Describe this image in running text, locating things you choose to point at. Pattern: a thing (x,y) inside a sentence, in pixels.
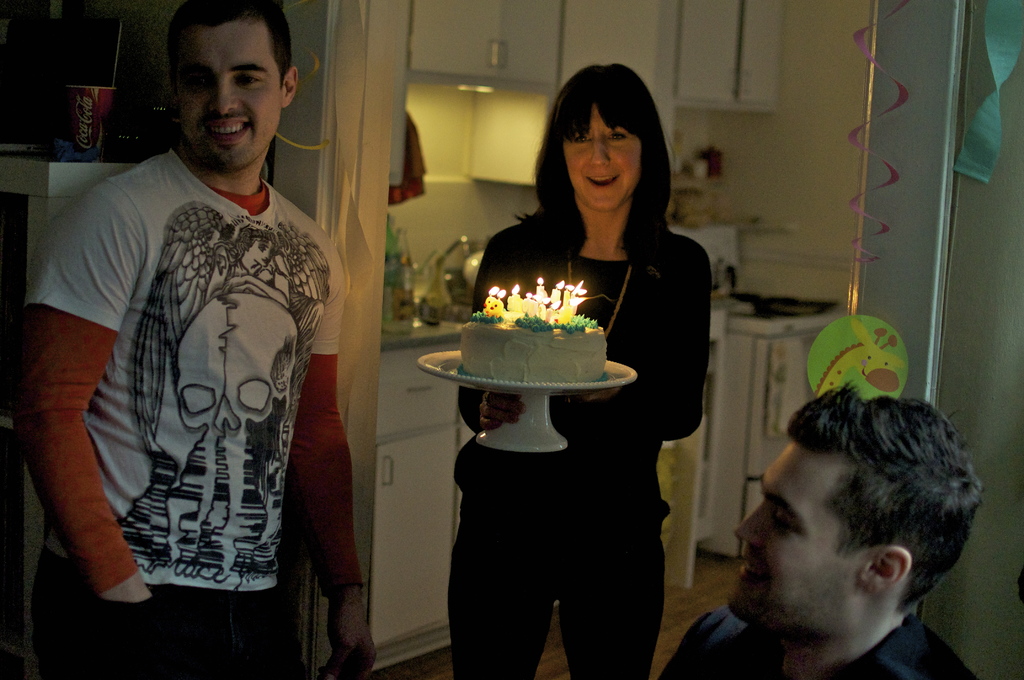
In this image there is a woman (643,321) holding a cake (542,325) with candles (547,311) on a tray (545,382) in her hand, beside the woman (651,372) there are two people (196,456), behind the woman (493,528) on the kitchen platform (392,338), there are some objects (403,263) and a sink (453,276), beneath the platform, there are cupboards (406,440), on top of the platform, there are cupboards (542,44), behind the person (107,213) there are some objects (117,48) on the shelves (70,170), on the right side of the image (871,349) there are some decorative items (904,352) on the walls (926,18).
